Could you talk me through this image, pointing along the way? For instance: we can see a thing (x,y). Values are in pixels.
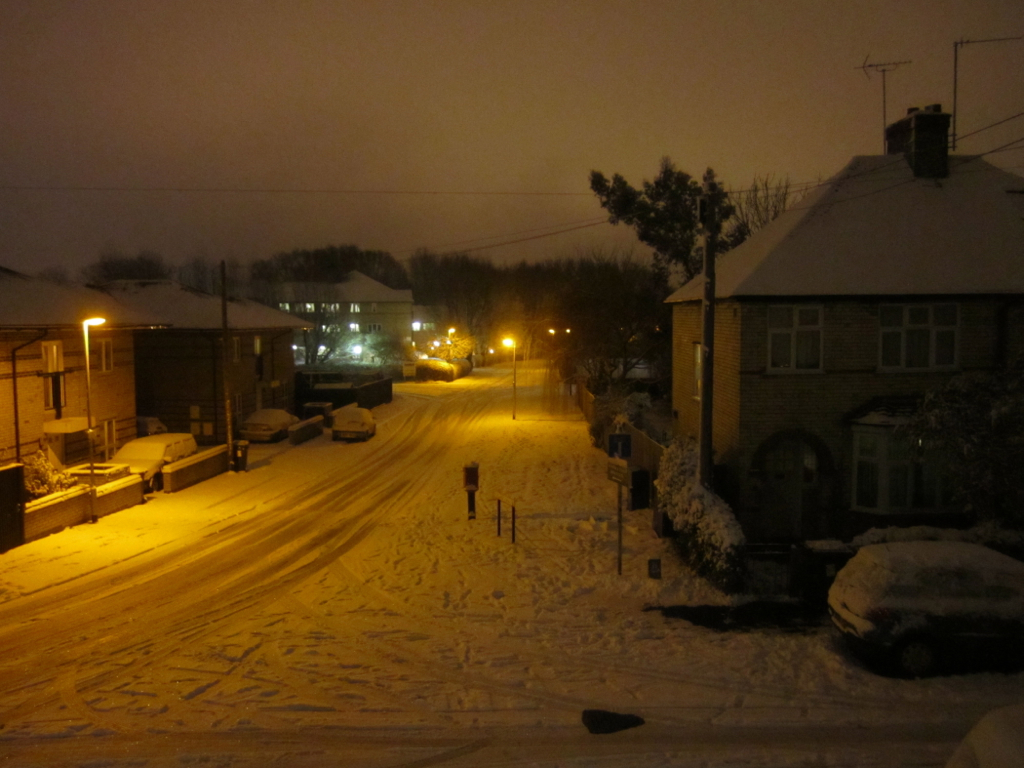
In this image I can see the road (328,495), some snow (318,498) on the road (507,580), few poles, few lights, a car (914,597), few buildings (425,307) and few trees (425,293) on both sides of the road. In the background (507,211) I can see the sky (361,122).
